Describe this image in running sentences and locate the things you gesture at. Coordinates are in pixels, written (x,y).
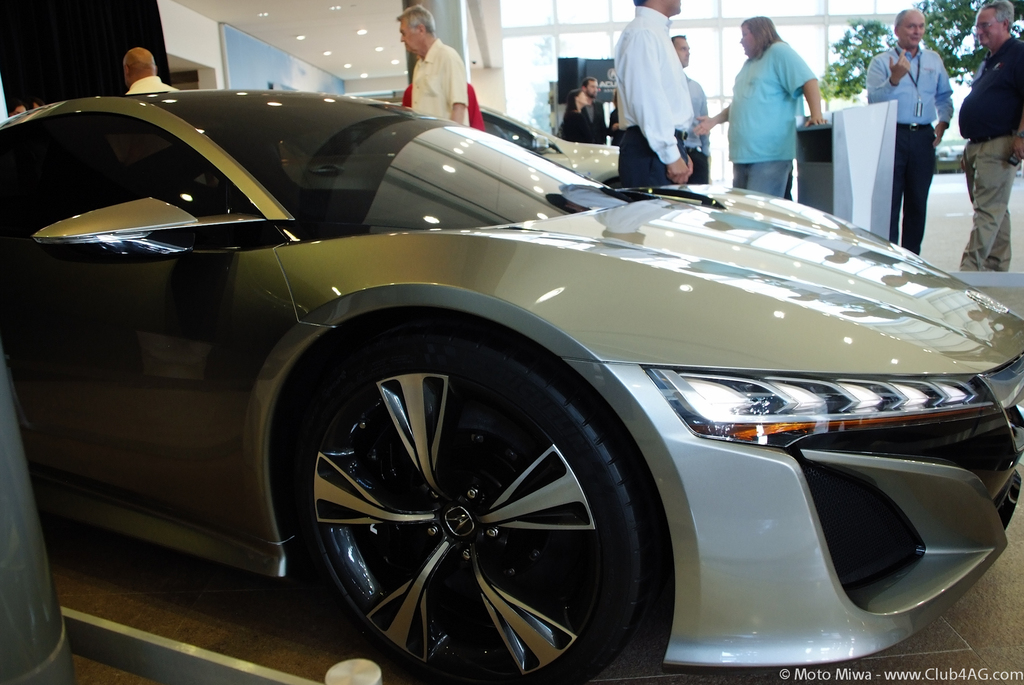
In this picture I can observe a car (343,275) parked on the floor (681,673). In the background (422,66) there are some people (769,105) standing on the floor (895,668). On the bottom right side (792,673) I can observe watermark (908,676).
